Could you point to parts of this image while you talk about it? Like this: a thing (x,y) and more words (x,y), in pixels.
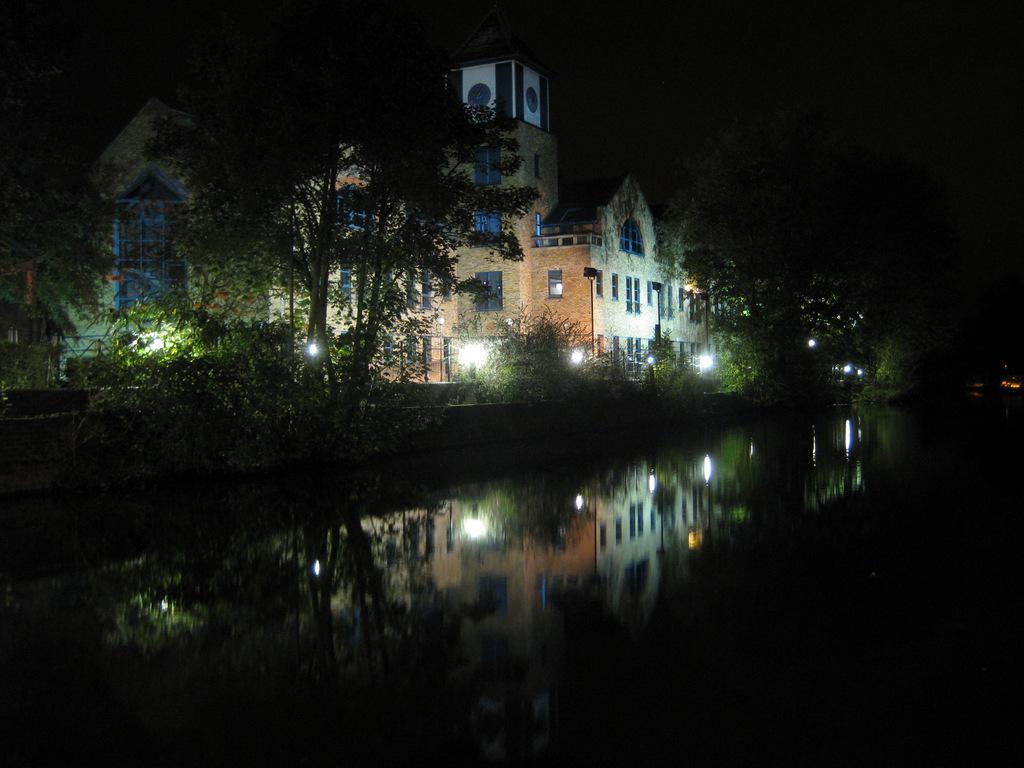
This image consists of water (587,545), fence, grass (326,430), plants (344,371), trees (414,339), buildings (416,312) and the sky (886,47). This image is taken may be during night.
